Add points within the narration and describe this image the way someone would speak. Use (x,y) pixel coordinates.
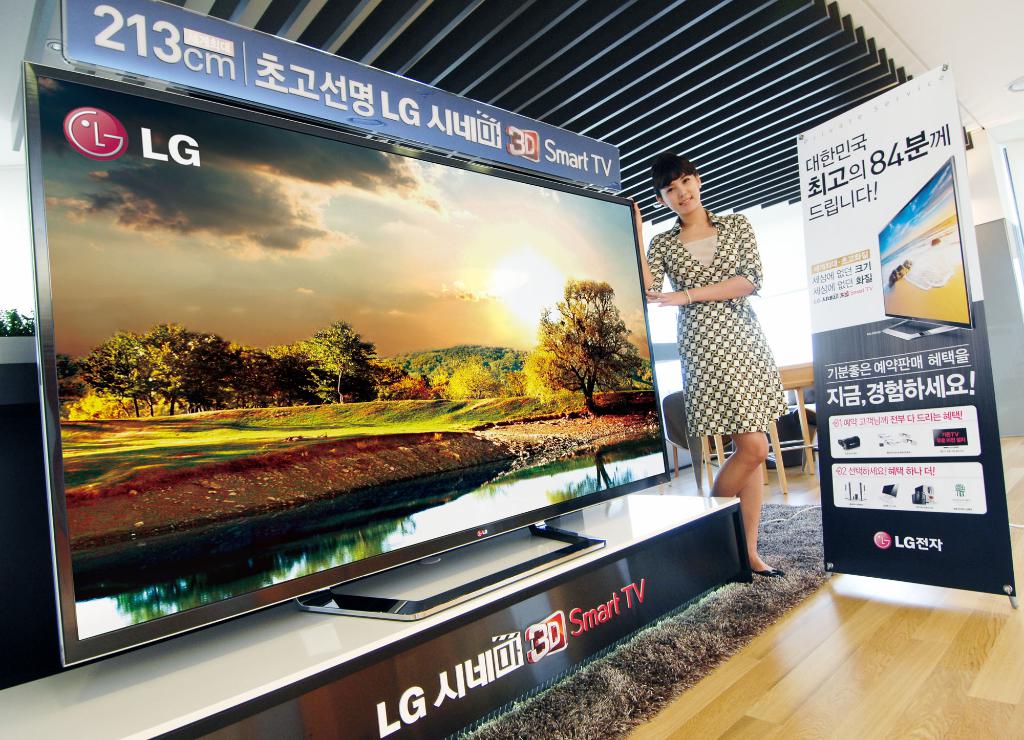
The woman (681,326) in white and black dress (659,278) is standing beside the television (610,296). Beside her, we see a smart television (321,416) is placed on the white table (246,645). Beside her, we see a board (884,350) with text (906,418) written in different language. Behind her, we see a table (798,404) and chairs (789,444). At the bottom of the picture (675,652), we see the brown color carpet (645,664).
